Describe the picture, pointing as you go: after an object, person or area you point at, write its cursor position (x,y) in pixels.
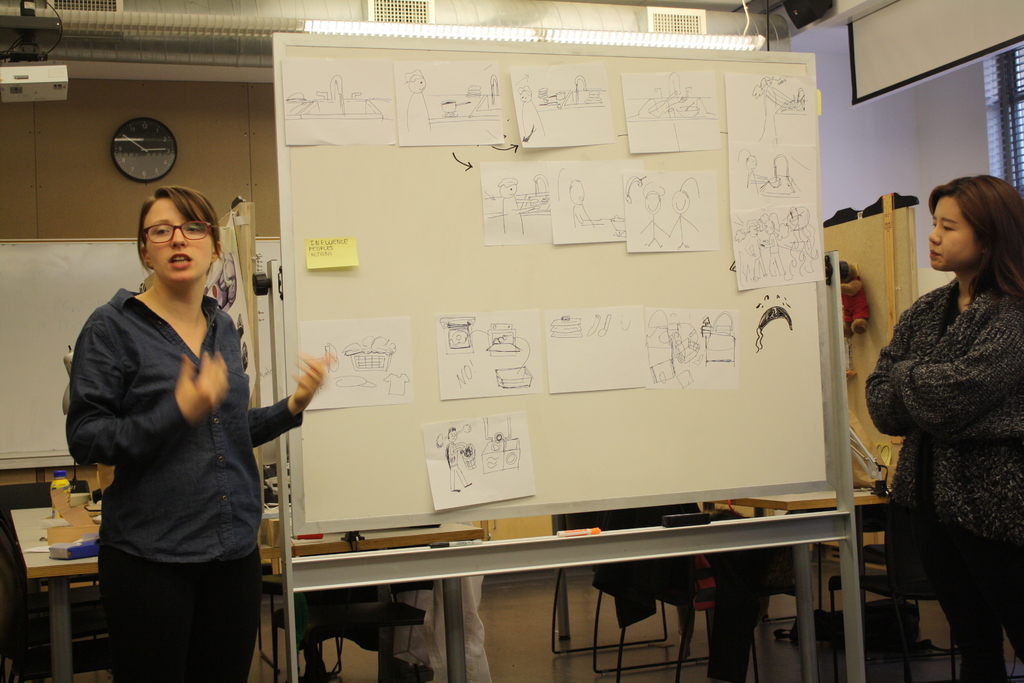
This picture has two women (903,498). One of them is speaking and the other one is staring the one who is speaking. There is a notice board (445,171) with some of the drawings (458,349) on it, there is a table (67,595) behind the person (118,482) and there is a wall clock (176,139) and there is also a projector (48,80) and ceiling lights (597,32) present.
